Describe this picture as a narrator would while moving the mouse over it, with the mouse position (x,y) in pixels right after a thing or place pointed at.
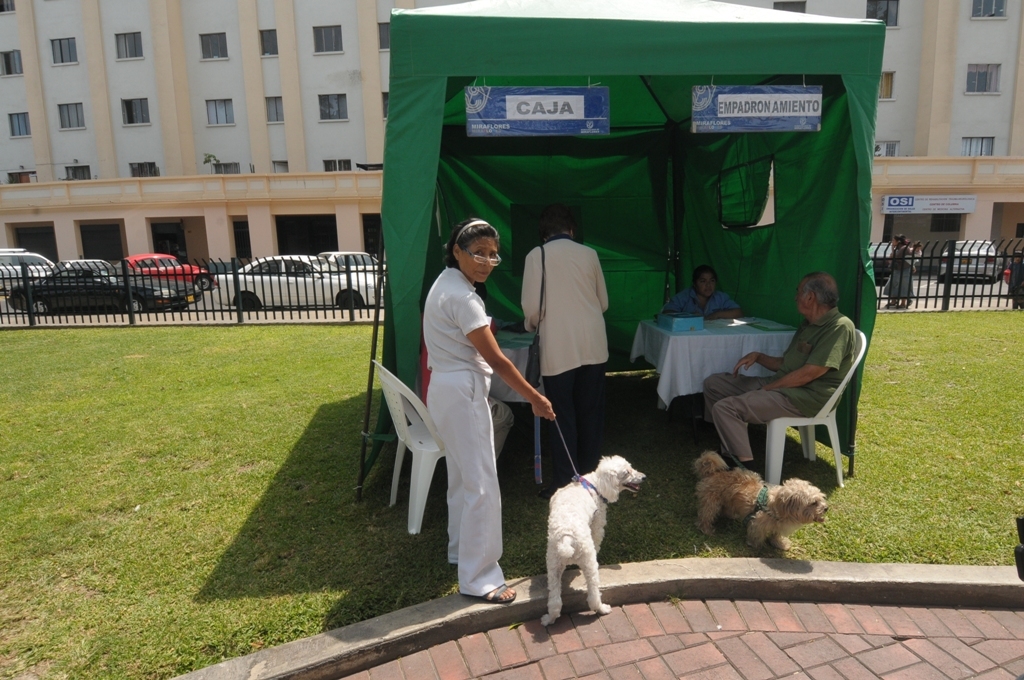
In this image there is a tent (619,219) in the middle (632,306). Inside the tent (651,312) there are two tables (525,356). At the bottom (451,459) there is a woman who is holding the dog (589,532). Beside the woman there is a person (790,399) sitting in the chair (792,420). Beside him there is a dog (770,486). At the top of the tent (665,142) there are two boards (704,110). In the background (210,267) there is fence (350,285). In the background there are buildings (206,87). In front of the buildings (197,153) there are cars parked on the road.
